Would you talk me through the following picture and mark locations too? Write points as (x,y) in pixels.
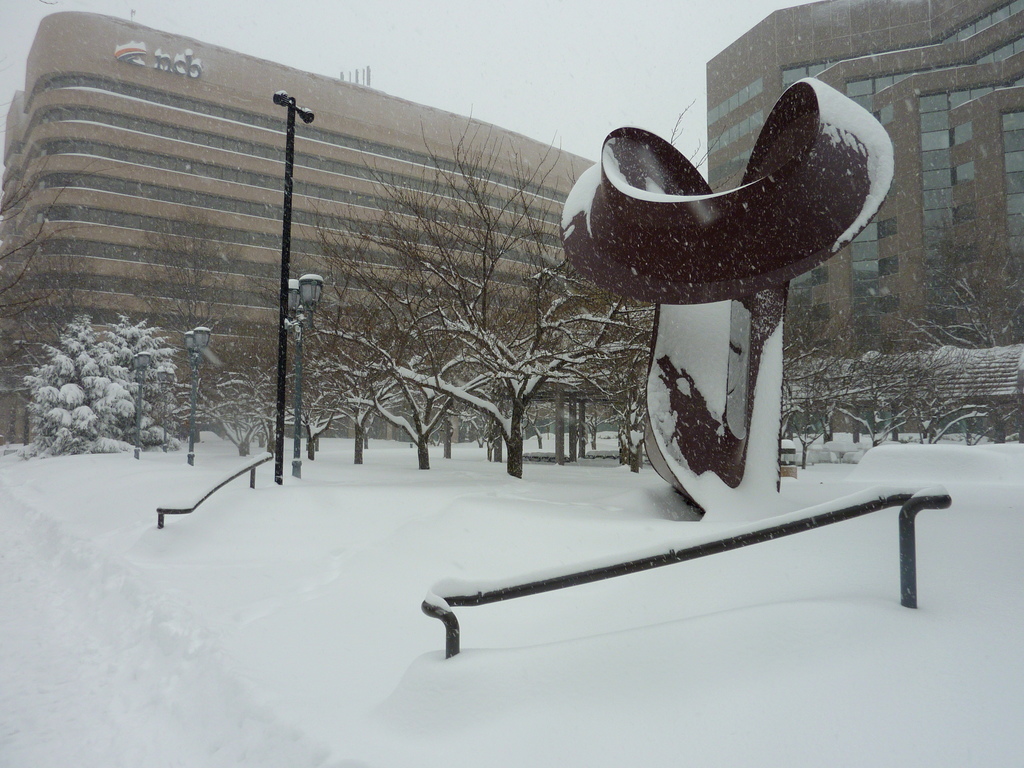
In this picture we can see snow (611,666) at the bottom (606,675), there are some trees (315,398), poles (299,397), lights (308,289) and a statue (731,309) in the middle (538,291), in the background (947,171) there are buildings (935,151), we can see the sky (534,54) at the top of the picture (501,42).
